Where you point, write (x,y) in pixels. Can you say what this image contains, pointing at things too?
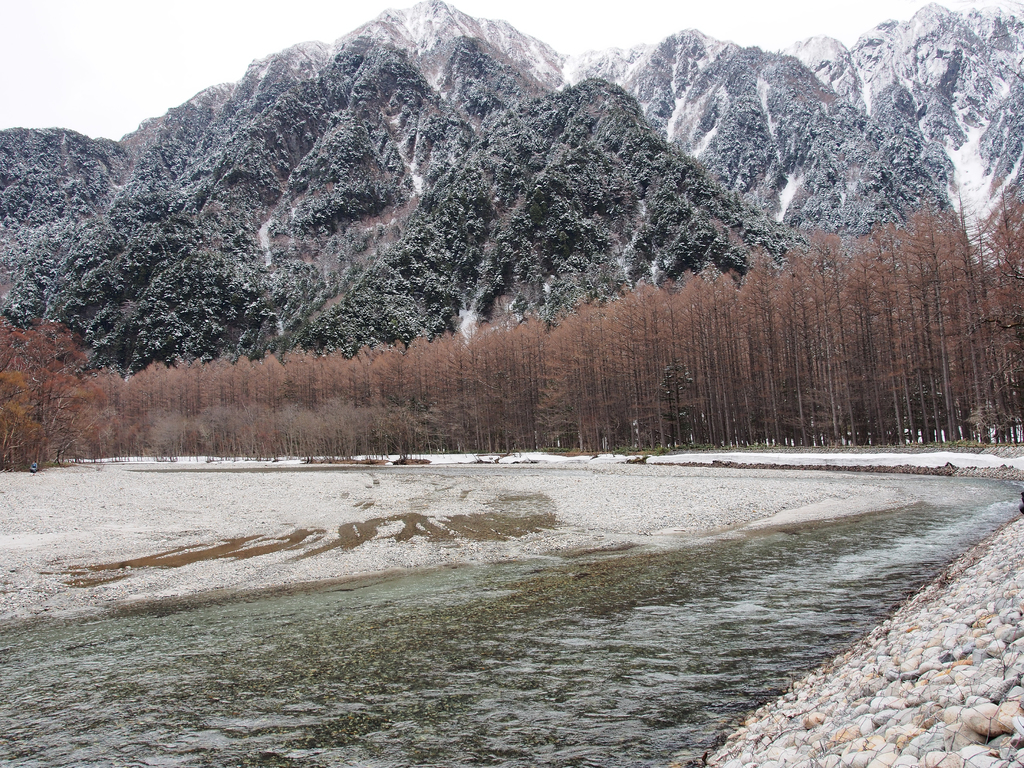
In this image we can see water (564,659), sand (560,478), stones (978,677) on the right side of the image (983,654), few trees (640,405), mountains (507,191) and sky (354,27).
